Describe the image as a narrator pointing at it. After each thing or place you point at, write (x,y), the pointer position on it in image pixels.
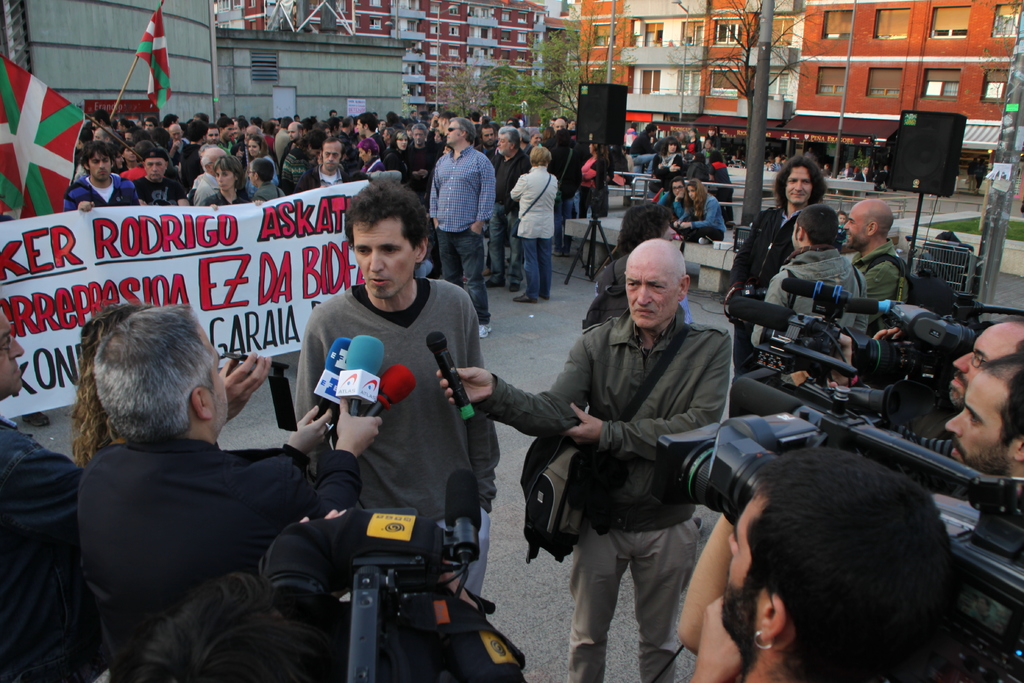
There are groups of people (454,138) standing. Among them few people (532,394) are holding the mics (365,371) and video recorders (913,447). This is a banner (149,236). I think these are the speakers (924,169), which are on the stand (913,262). I can see two people (690,192) sitting. This looks like a pole (752,166). These are the two flags (163,49), which are hanging to the poles (119,99). I can see the buildings (522,34) with the windows (889,15). These are the trees (570,84).
